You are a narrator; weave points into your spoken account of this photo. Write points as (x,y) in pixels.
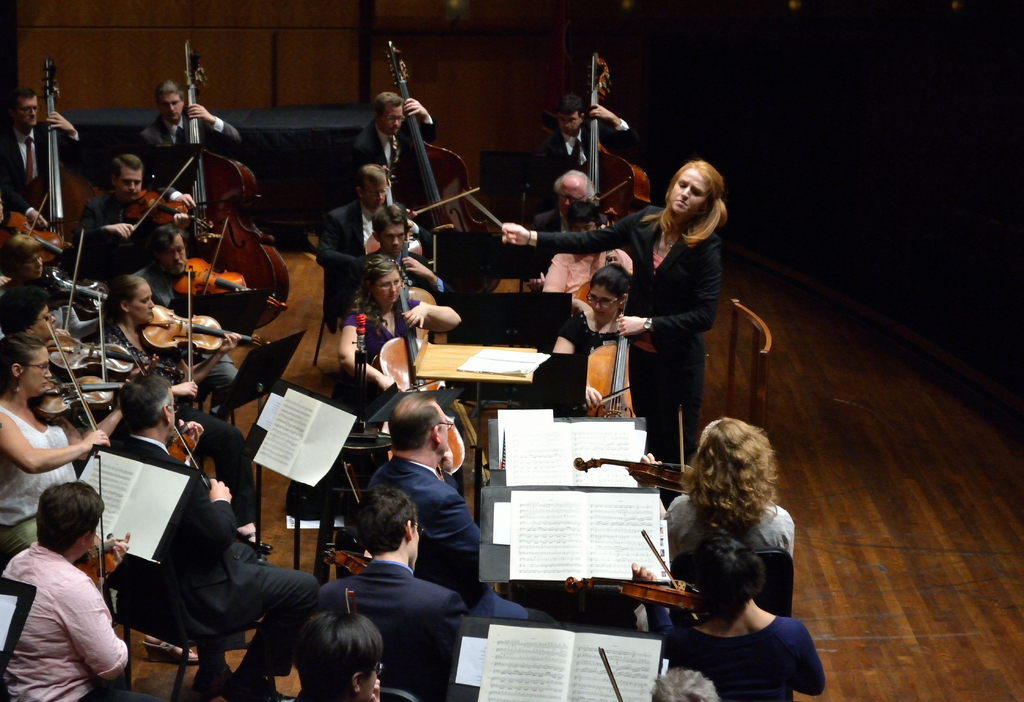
In this image we can see many people (121,235) are playing violin (612,589) while holding them in their hands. There are notes (560,580) in front of them.
